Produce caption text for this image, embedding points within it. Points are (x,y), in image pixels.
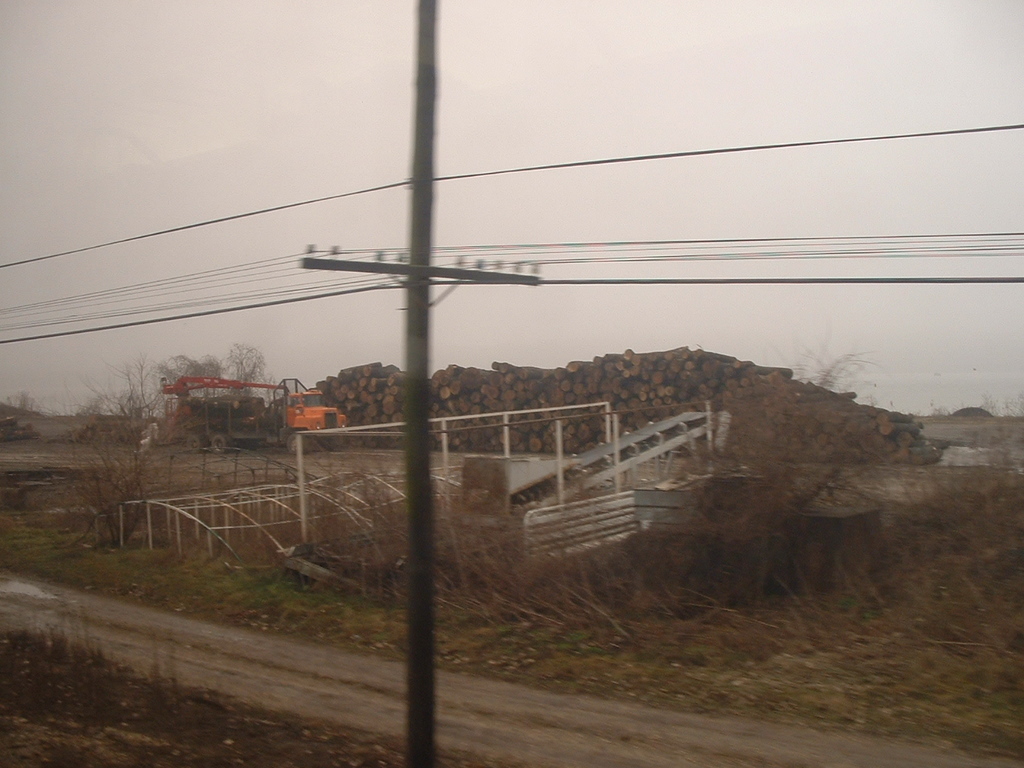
In this picture there is a vehicle (266,401) and there are wooden logs (628,390). In the foreground (638,483) there are metal objects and there is a pole (412,766) and there are wires (243,281) on the pole (422,712). At the top (543,56) there is sky (295,56). At the bottom (905,632) there is grass (718,687) and there is ground (483,709). On the left side of the image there is water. At the back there are trees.
